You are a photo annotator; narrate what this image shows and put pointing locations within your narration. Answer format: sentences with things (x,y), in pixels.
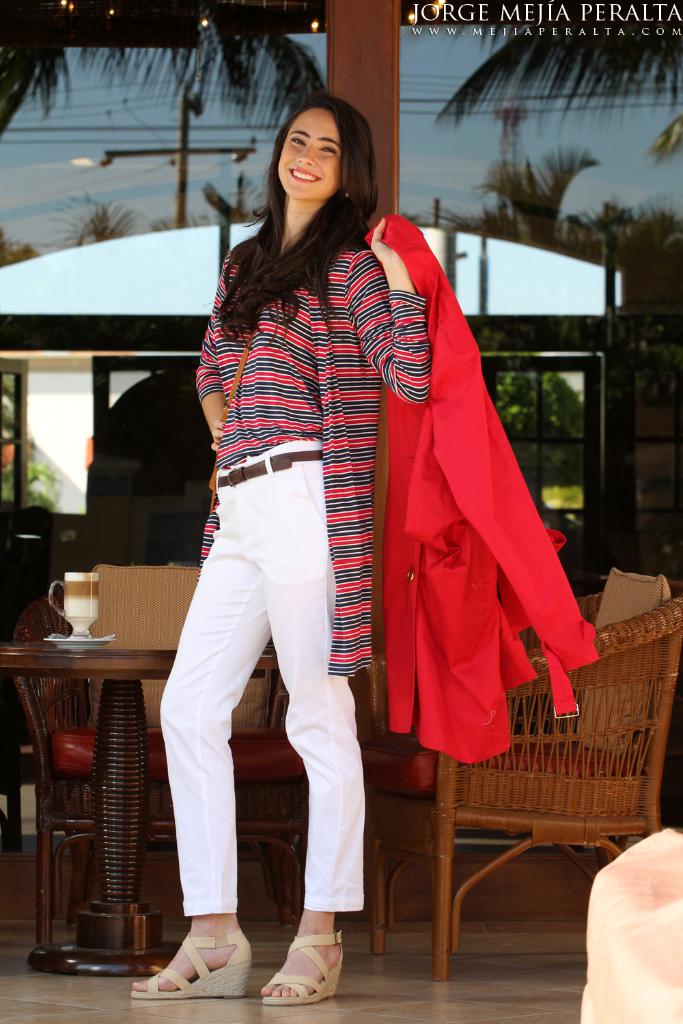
A beautiful woman (175,709) is standing and she is holding a red color dress (485,561) behind her there are chairs (592,779) and trees (185,51) Sky (173,78).
